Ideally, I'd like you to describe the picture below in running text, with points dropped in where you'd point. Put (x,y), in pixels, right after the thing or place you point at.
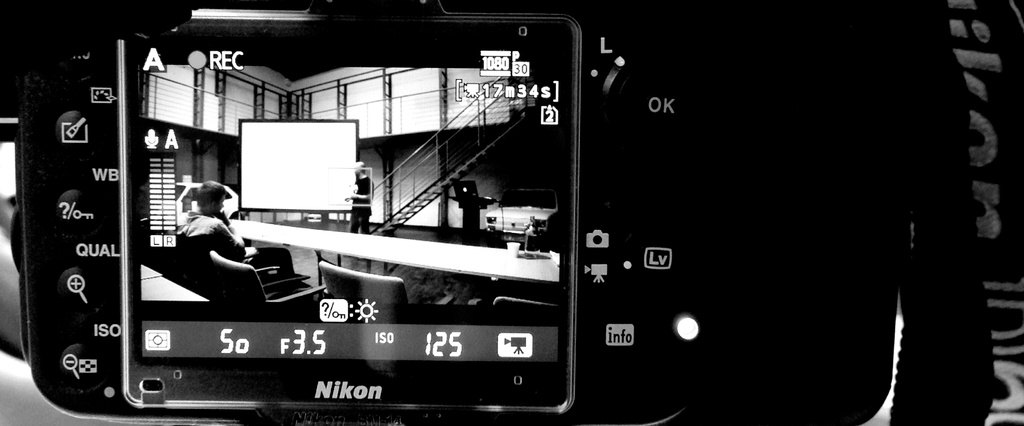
This is a picture of a camera (389,362). On the right (959,320) it is camera strap (939,326). On the camera screen (247,271) there are chairs (252,288), bench (326,250), people (239,247), car (517,202), building (229,100) and projector screen (294,179).
